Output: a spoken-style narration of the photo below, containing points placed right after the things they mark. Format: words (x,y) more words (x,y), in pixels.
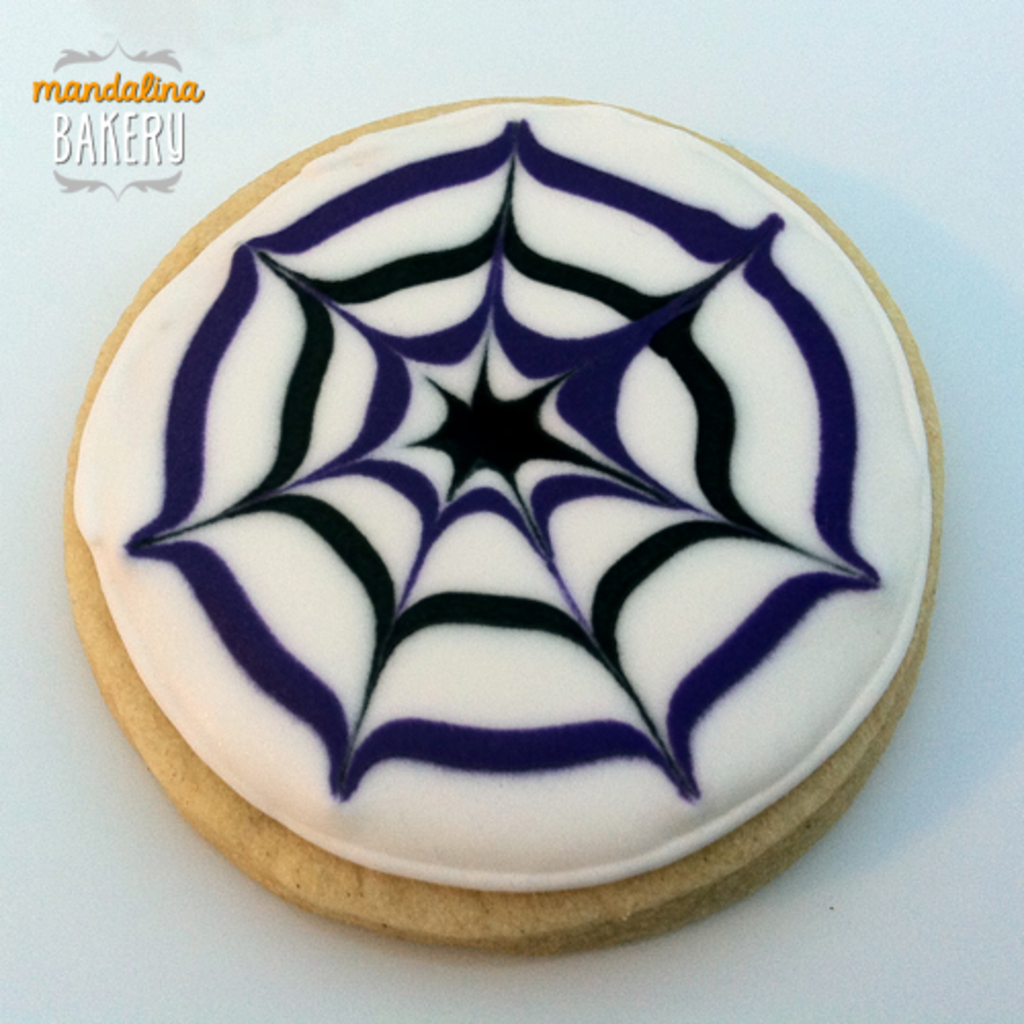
In the picture we can see a cookie (789,743) on it, we can see a white color cream (700,743) with purple and black cream lines (852,562) on it and near the cookie (886,743) it is written as mandalina bakery.
